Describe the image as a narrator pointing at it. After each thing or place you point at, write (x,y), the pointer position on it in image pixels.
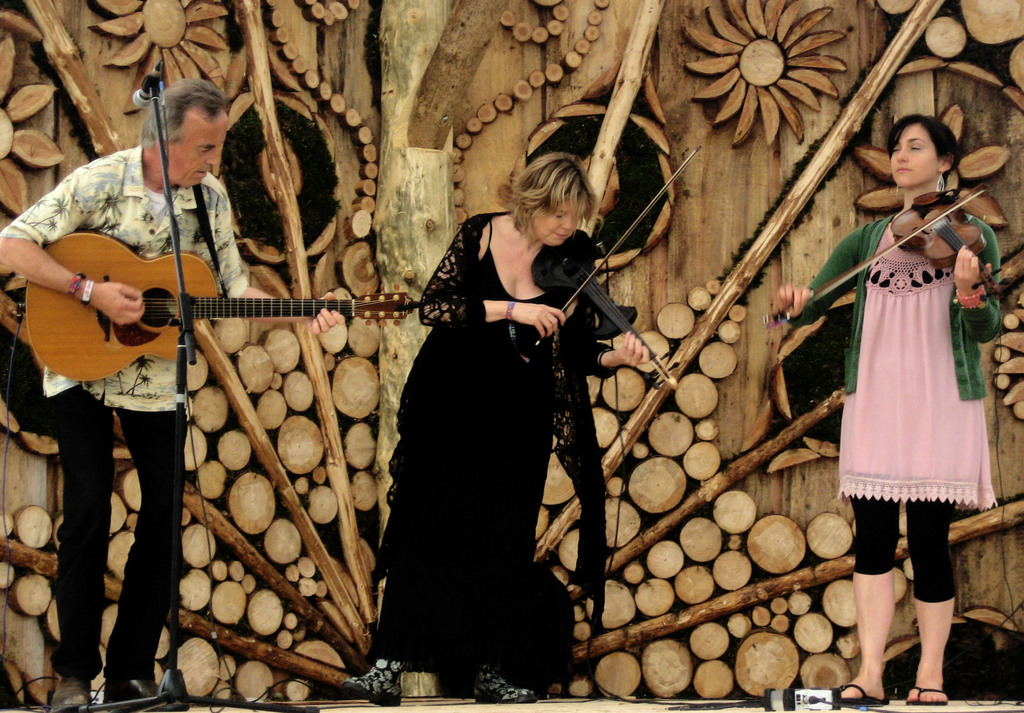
There are two women (914,524) standing and playing violin (925,253). Here is the man (170,125) standing and playing guitar (249,301). this is the mike (157,89) with the mike stand (181,467). I can see some object (764,707) placed on the floor (667,706). At background (371,206) I can see some wooden architecture (676,141).
